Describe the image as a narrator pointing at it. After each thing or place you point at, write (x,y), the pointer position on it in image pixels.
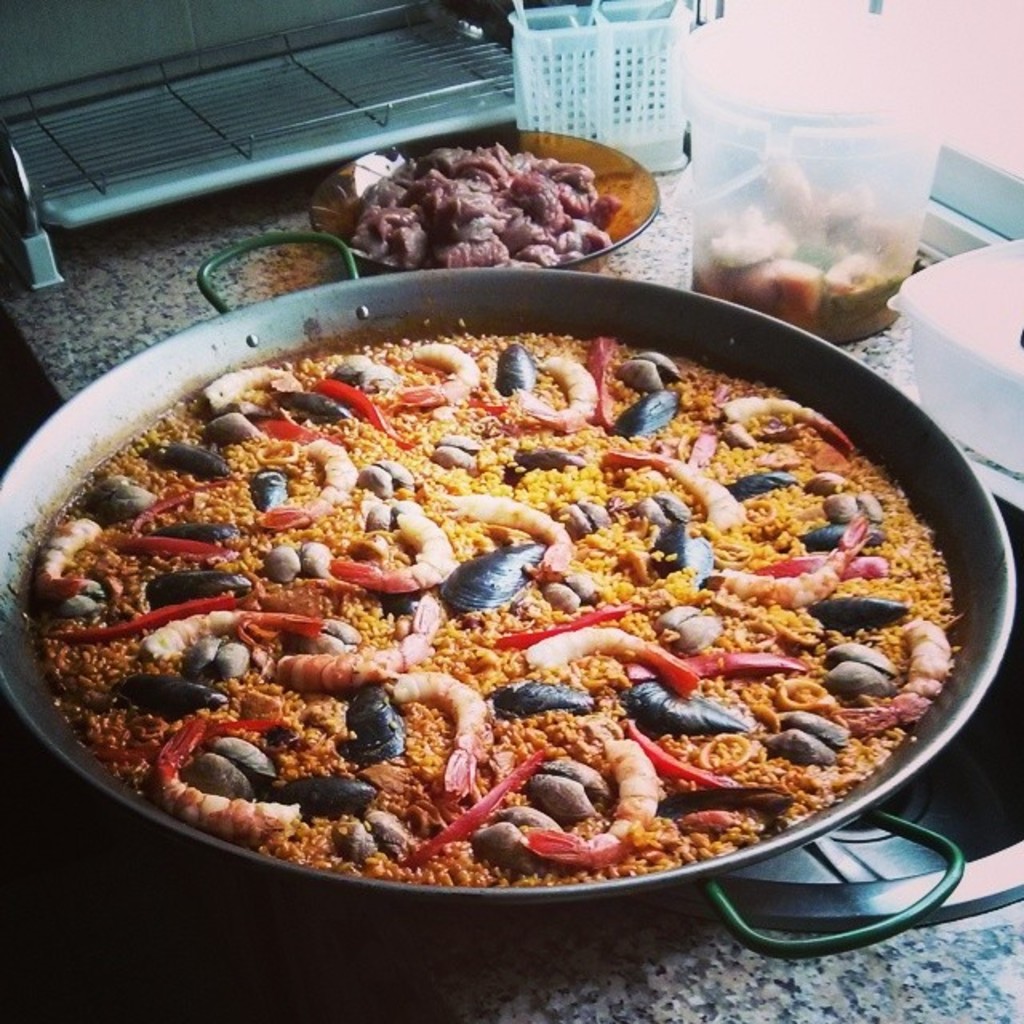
In the middle of this image (523,537), there are shrimps (415,695), shells (509,556) and other food items (610,528) arranged on a pan (714,367), which is on a table (678,985), on which there is a plate (478,145) having meat (571,211), a basket (652,160), a box (810,204) and other objects (977,303). In the background (950,114), there is a window (957,62).
